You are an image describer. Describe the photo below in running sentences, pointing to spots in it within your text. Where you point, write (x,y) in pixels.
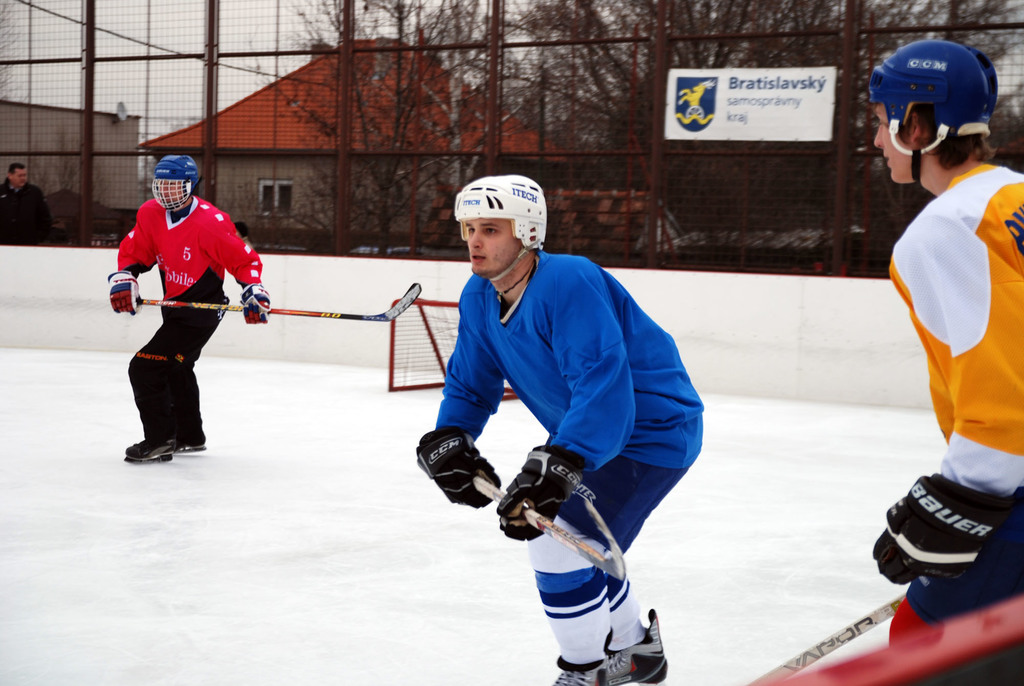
In this image, there are three people (563,310) standing on the ice (501,475) and holding the hockey sticks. In the background (537,159), I can see a banner (694,133) attached to the fence (343,101), house (478,104) and the trees (451,81). On the left side of the image (36,233), there is another person (31,205) standing.
